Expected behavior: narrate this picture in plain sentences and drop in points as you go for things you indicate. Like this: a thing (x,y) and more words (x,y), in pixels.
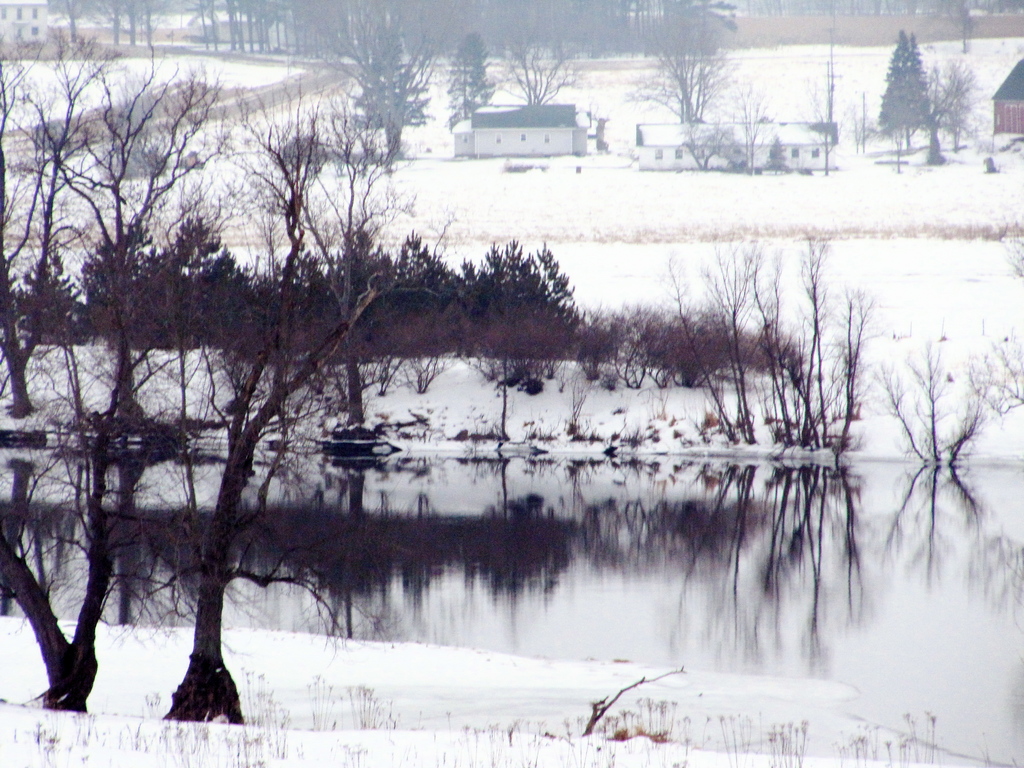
At the bottom of the image (130,553) there is water (596,490). On the water (186,536) there is reflection (166,506) of trees (318,335). Behind that there is snow (291,401) and also there are plants (304,305) on the ground (898,215). And also there are few houses (483,136) on the ground (617,122).
